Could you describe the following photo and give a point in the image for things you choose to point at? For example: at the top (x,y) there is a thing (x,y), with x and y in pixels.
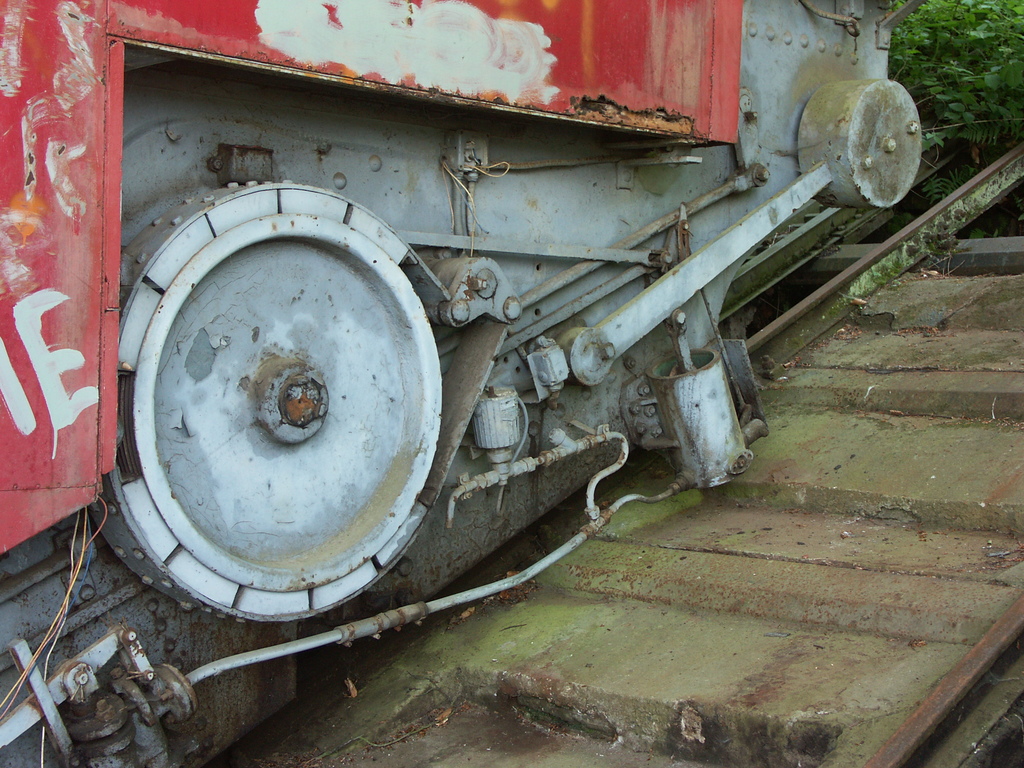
In this image I can see a part of a train (225,426) which is on the railway track (765,499). In the top right (956,51) I can see few plants (956,51).
